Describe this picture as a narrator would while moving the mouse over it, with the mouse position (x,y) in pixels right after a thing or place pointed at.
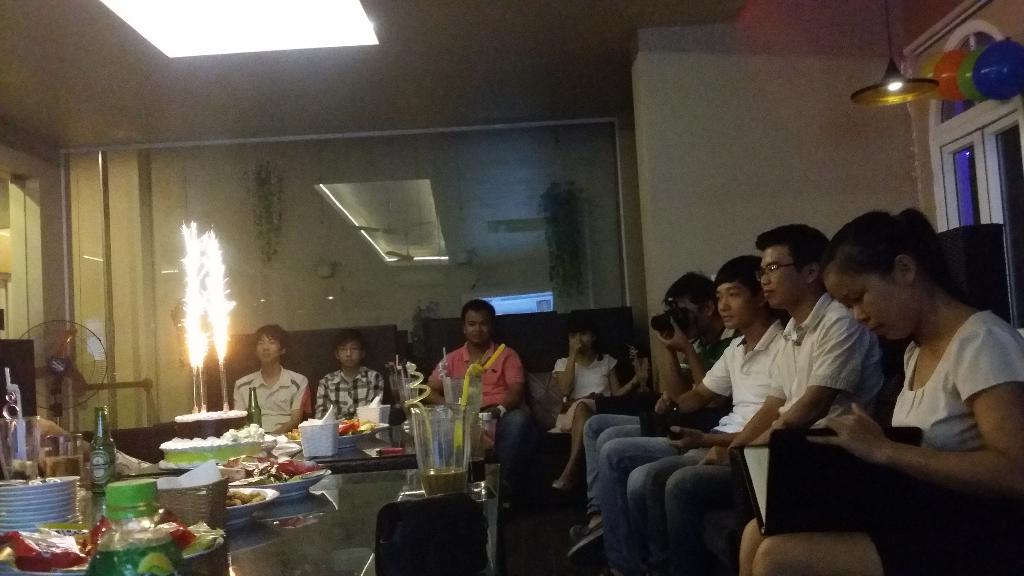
In this image I can see number of people (917,211) are sitting. Here on this table (126,467) I can see a cake (200,425), few bottles (250,413) and number of plates (47,497). I can see a person (690,308) is holding a camera (655,320).
